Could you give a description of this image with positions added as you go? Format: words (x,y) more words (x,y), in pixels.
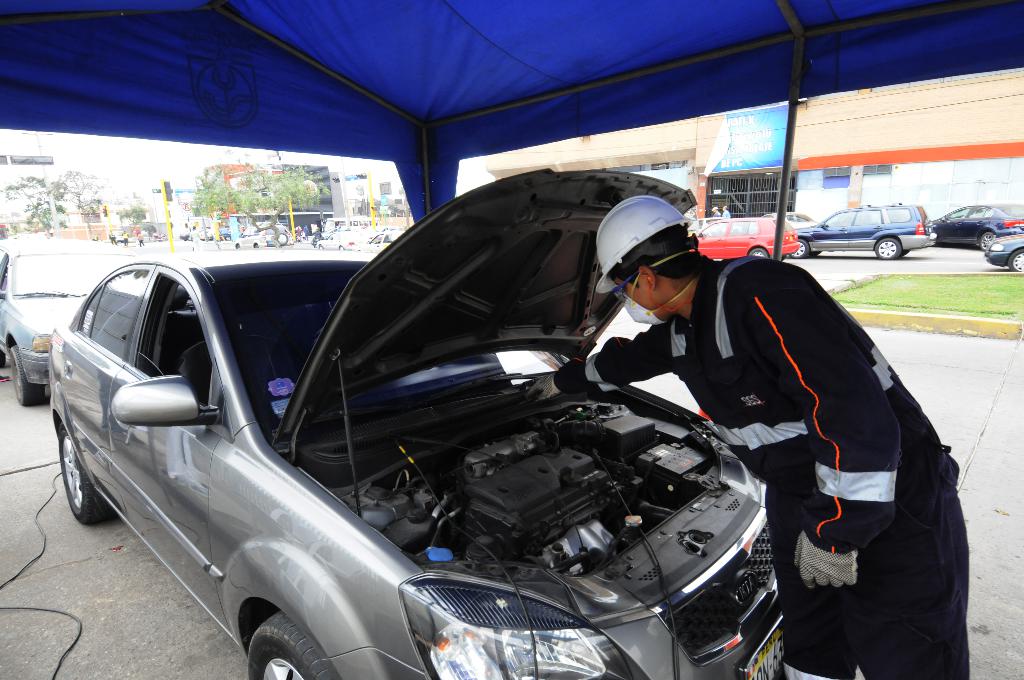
In the picture we can see a repair shed (667,99) which is blue in color under it we can see a car (90,349) and a man (825,657) is standing and repairing it and man (802,671) is with gloves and helmet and behind the car (140,517) we can see another car (8,284) and far away from it we can see some cars (956,217) are parked near the houses (967,119).
